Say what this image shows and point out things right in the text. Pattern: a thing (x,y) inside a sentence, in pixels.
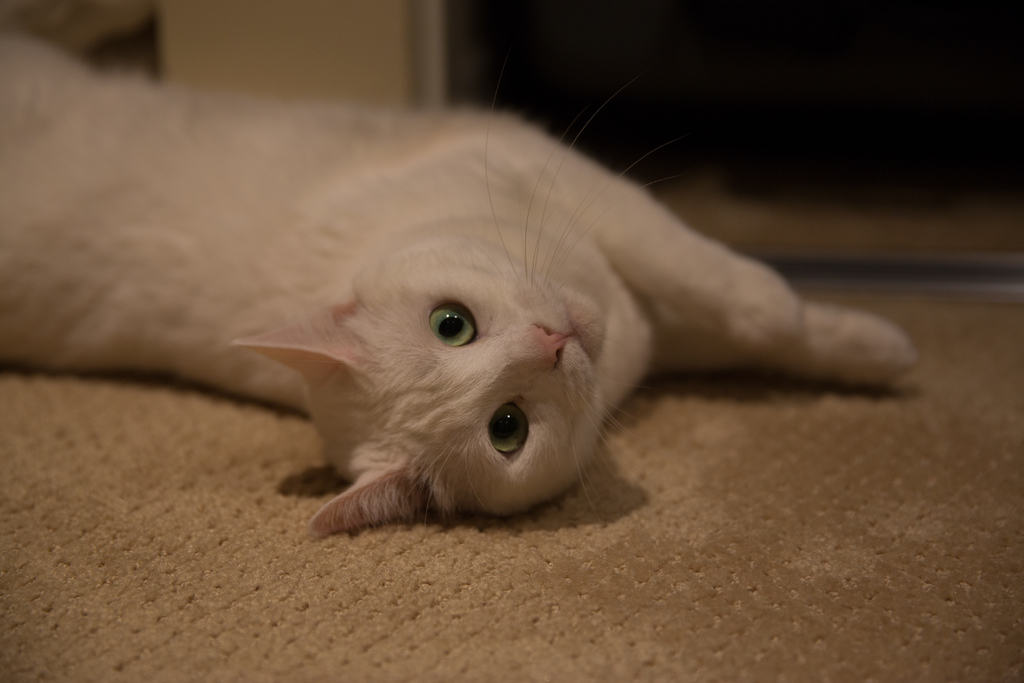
In this picture there is a cat (419,129) lying on a mat (648,545) in the center of the image (391,328).
